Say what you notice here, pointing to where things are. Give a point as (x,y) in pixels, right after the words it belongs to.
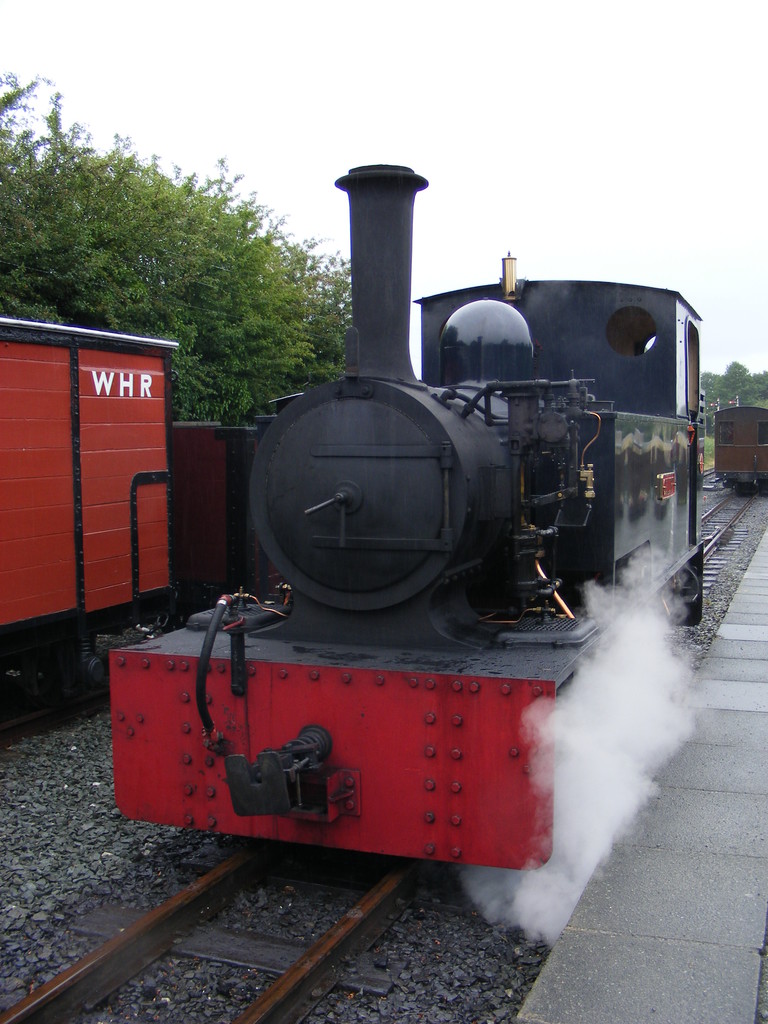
In this image we can see a train engine (447,690) placed on the track (319,920). In the background (748,465), we can see wagons (745,479), group of trees (13,264) and sky (457,125).
